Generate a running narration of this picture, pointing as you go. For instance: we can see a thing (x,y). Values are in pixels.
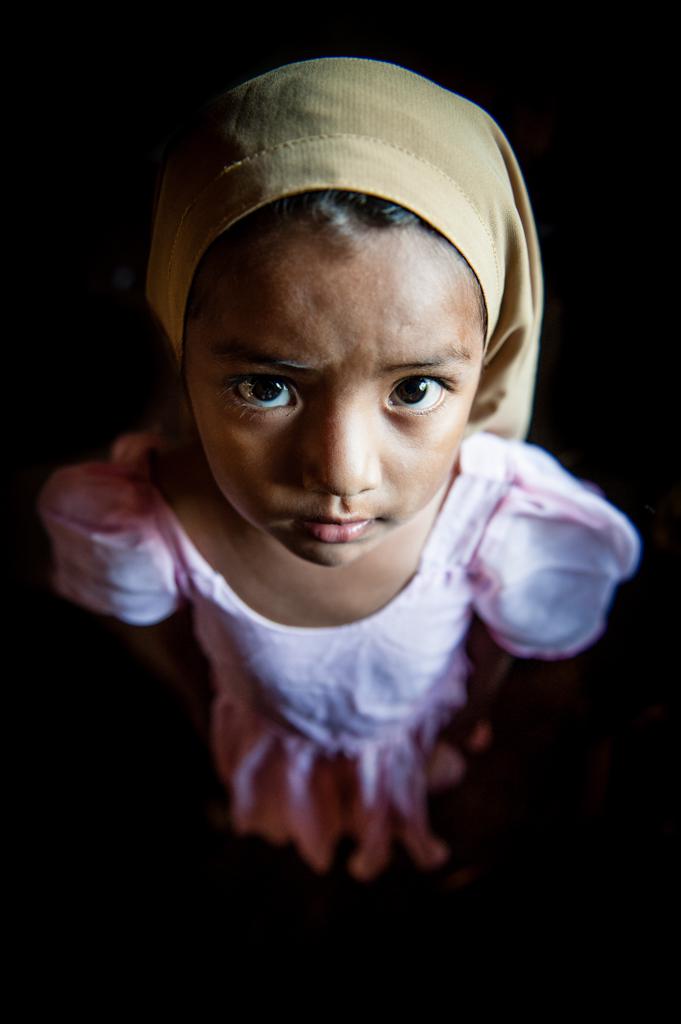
There is a baby (453,303) in pink color dress (353,663), wearing a cap (515,355), standing and watching something. And the background (680,336) is dark in color.
